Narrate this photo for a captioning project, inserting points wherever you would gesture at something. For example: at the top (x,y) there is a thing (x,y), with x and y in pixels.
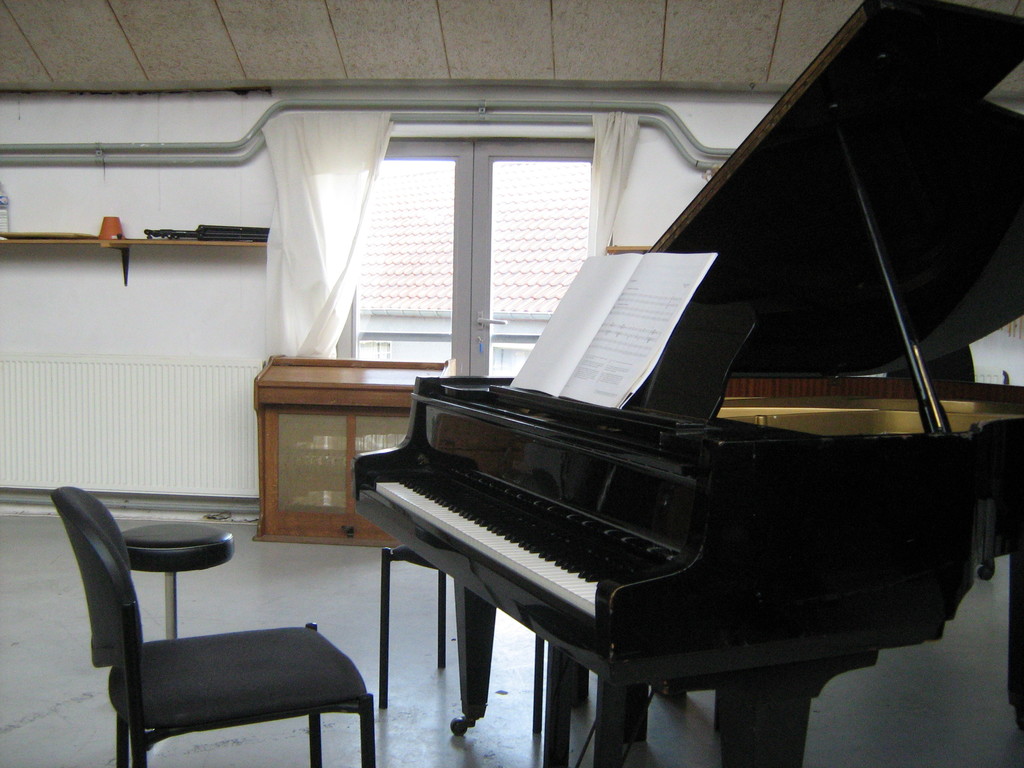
This is a picture consist of inside view of an house (315,612) and there is a musical instruments (643,525) kept on the right side (713,528) and there is a book (608,314) kept on the musical instrument (446,559) and there is a black color chair (111,688) kept on the floor (40,712). and there is a window (456,206) on the background (429,271) and there is a curtain (289,208) visible, hanging on the window (386,271). And there is a wall (34,305) on the right side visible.
